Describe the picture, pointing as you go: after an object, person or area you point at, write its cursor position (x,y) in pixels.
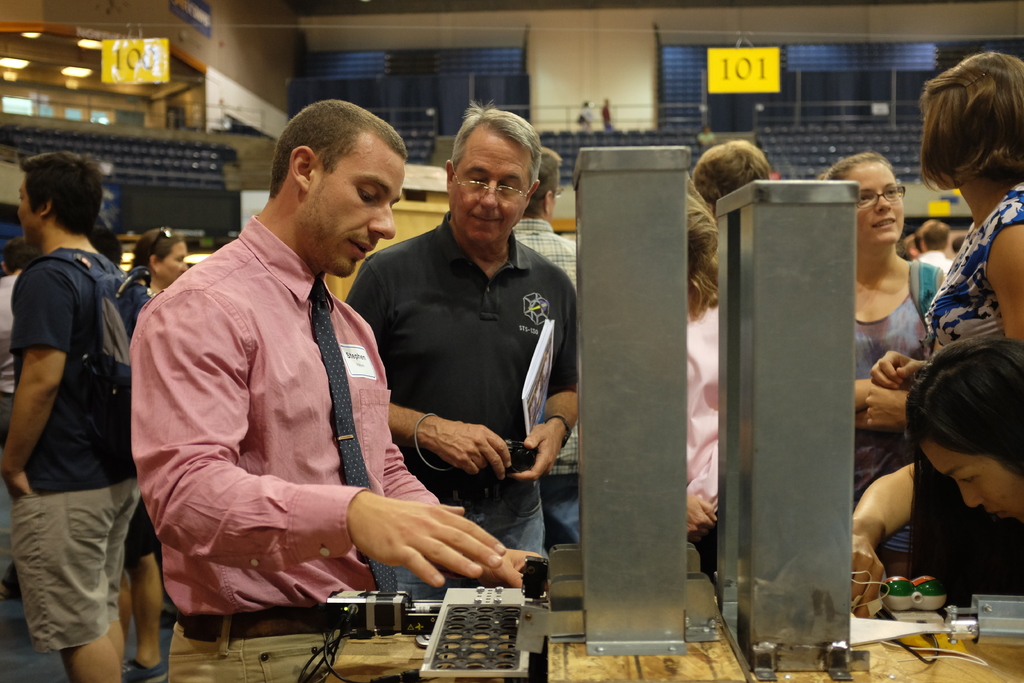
In this image we can see few persons (559,510) are standing and among them few are carrying bags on their shoulders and a person (551,463) is holding a camera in his hands (552,447) and a book (533,380) under his arm (550,449). At the bottom (736,476) there are metal objects (726,458) and a device (442,654) on a platform (691,662). In the background (860,62) there are chairs (878,59), poles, lights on the ceiling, boards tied to the rope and few persons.
